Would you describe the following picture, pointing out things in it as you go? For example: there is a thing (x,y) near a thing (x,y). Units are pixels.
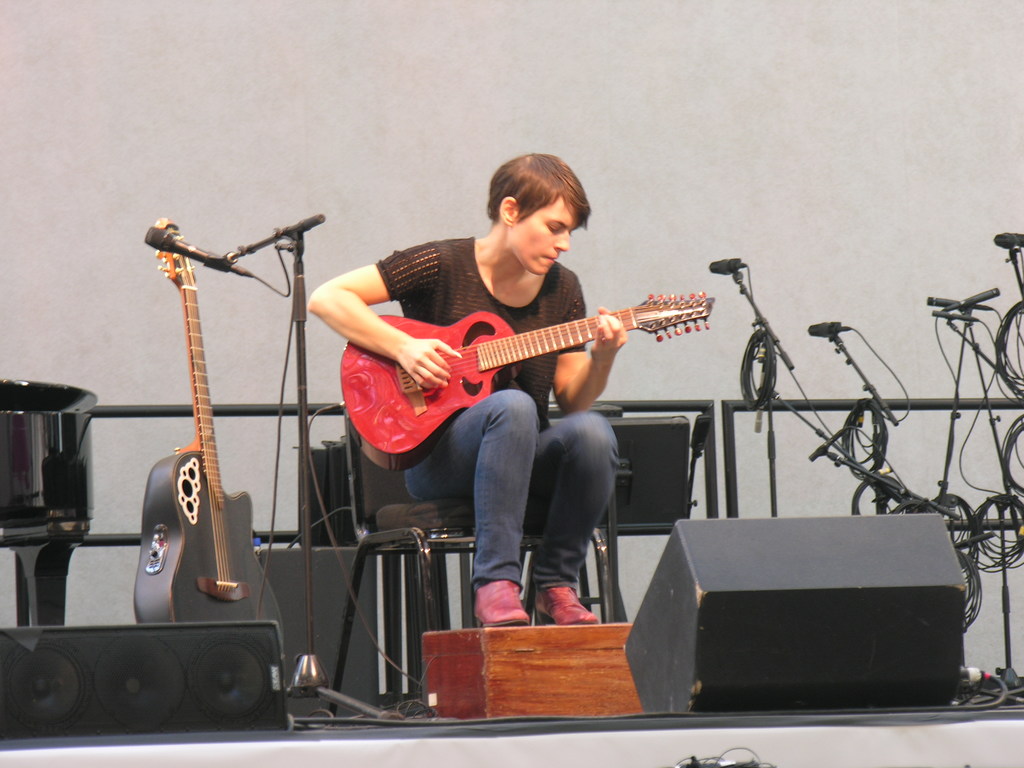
This picture is clicked in a musical concert. Woman (410,291) in black t-shirt (469,305) sitting on chair (433,508) is holding guitar (483,340) in her hand (419,360) and playing it. Beside her, we see microphone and guitar (169,507). Behind her, we see a white wall (679,199). On the right corner of the picture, we see many microphones (839,443).
